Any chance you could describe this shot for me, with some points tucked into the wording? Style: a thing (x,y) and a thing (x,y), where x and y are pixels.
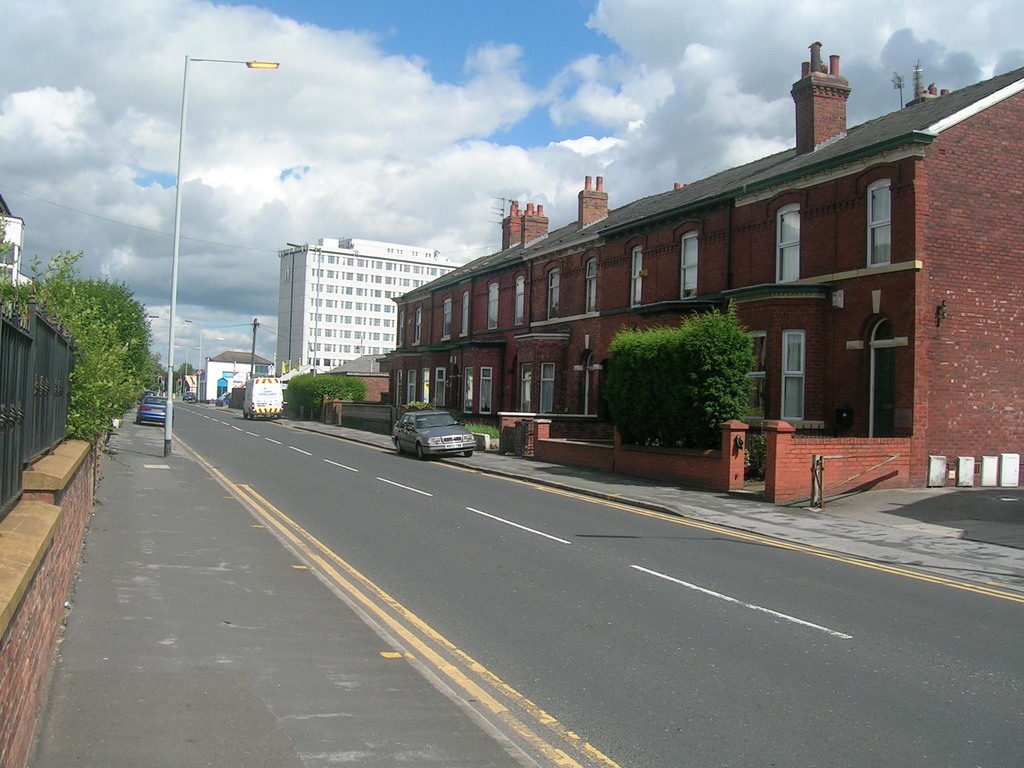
This picture might be taken outside of the building (803,338) and it is very sunny. In this image, on the right side (737,325), we can see some buildings (662,278), windows (881,209), plants (730,368) and a car (463,454) which is placed on the foot path (512,456). On the left side (92,411), we can also see some street lights (166,425), cars (157,411), plants (105,319). In the background (259,396), there are some houses (217,385), truck (272,413), street light (170,315), electric wires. On top (423,84) there is a sky (420,151), at the bottom (553,554) there is a road (640,570) and a footpath (164,754).
